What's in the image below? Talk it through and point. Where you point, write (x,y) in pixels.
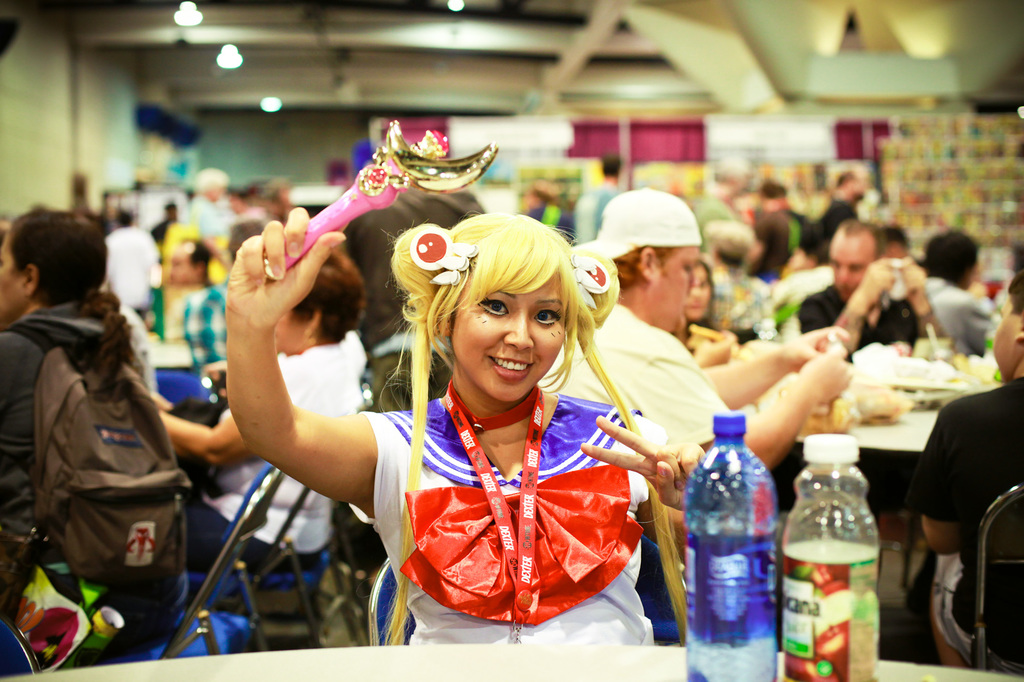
In the given picture we can find group of peoples (518,299) some are standing and some are sitting on the chairs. In the middle of the image (470,334) we can see a women (511,320) she is holding something and she is laughing, in front of her we can see two bottles (715,634) on the table (424,649).
